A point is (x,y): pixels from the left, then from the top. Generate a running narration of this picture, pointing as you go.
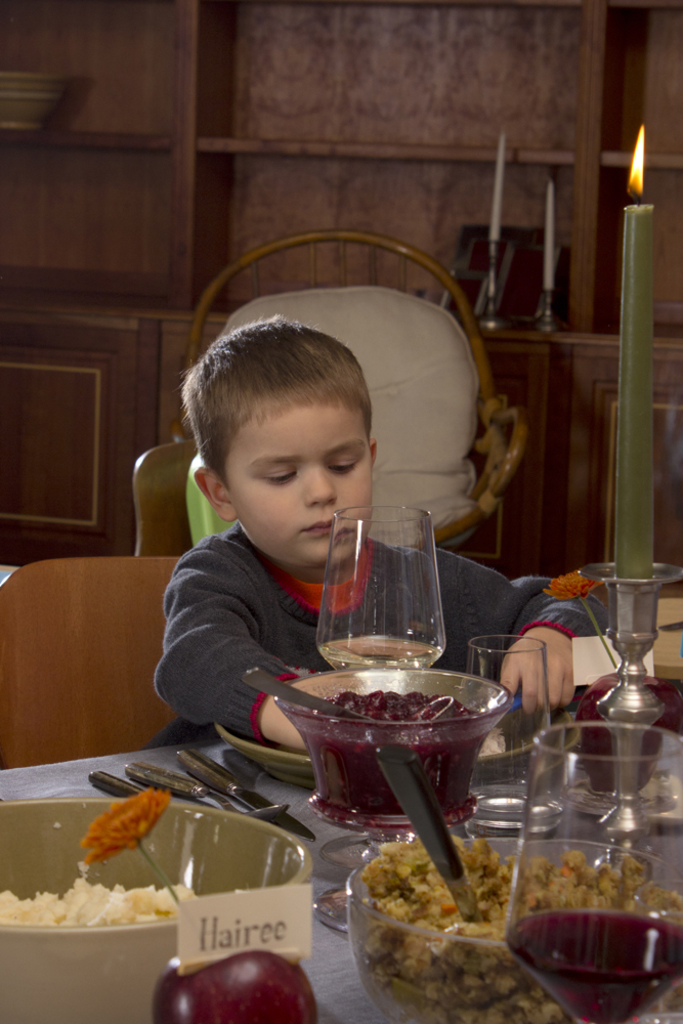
In this image there is a boy (282,514) sitting in chair (13,760) and in table (8,784) there is food (138,913) in the bowl (104,955), fruit (187,971), spoon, knife (98,773), fork (139,768), glass (557,768), candle (641,327), candle stand (625,676), and in back ground (521,535) there is another chair (476,369), cupboard (530,490), wall (240,122).
